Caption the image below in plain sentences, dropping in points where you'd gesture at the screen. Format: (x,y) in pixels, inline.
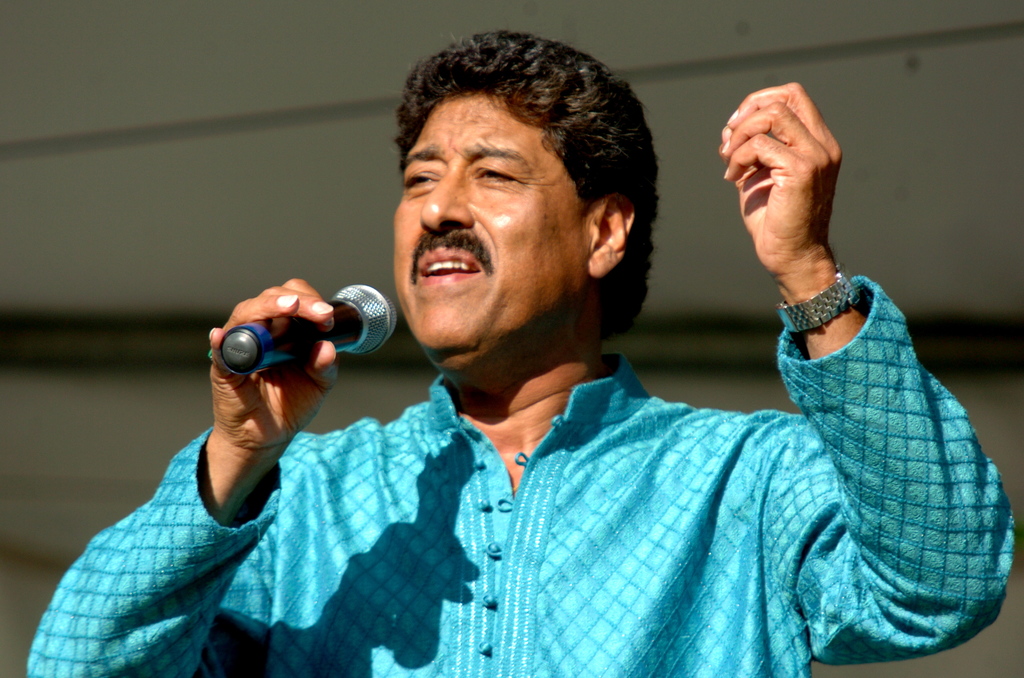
This is the man (469,518) standing and singing a song. He wore blue color kurta (589,566), wrist watch (802,305), and he is holding a mike (296,335).
